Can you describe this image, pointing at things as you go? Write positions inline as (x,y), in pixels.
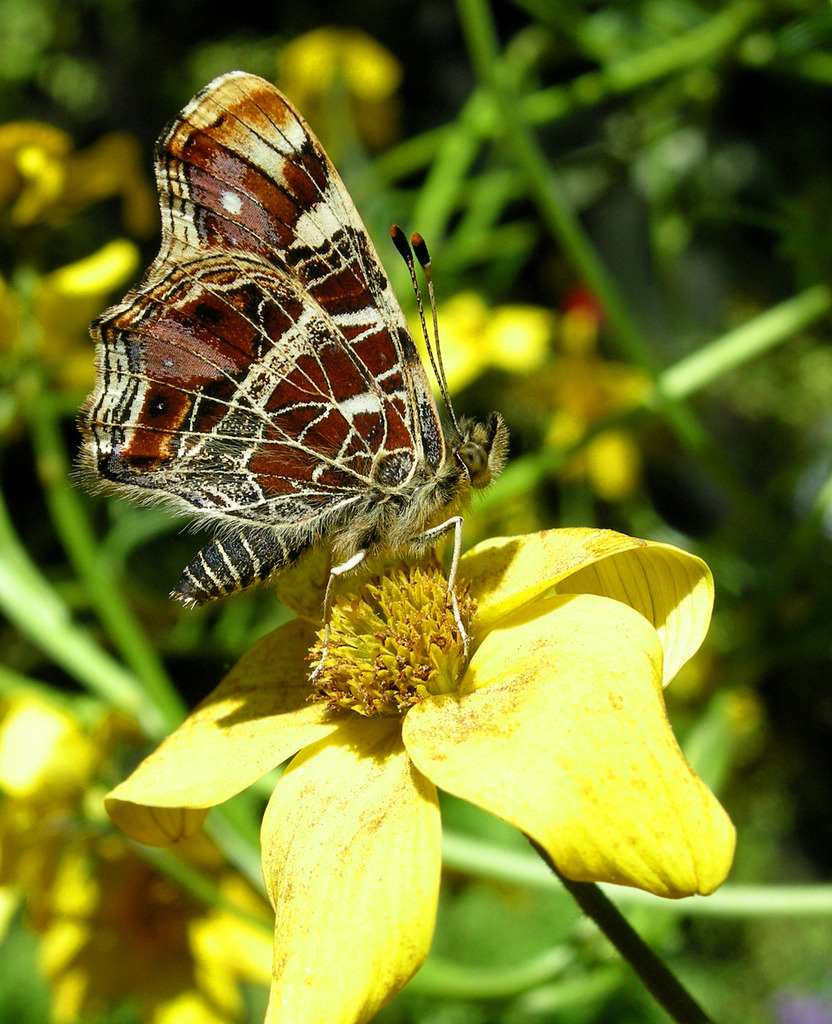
In this picture I can see that there is a butterfly (114,456) on the flower (312,621) and there is a yellow color flower (363,714) here. In the background (742,368) I can see that some plants (475,195) and there are some flowers (170,967).
